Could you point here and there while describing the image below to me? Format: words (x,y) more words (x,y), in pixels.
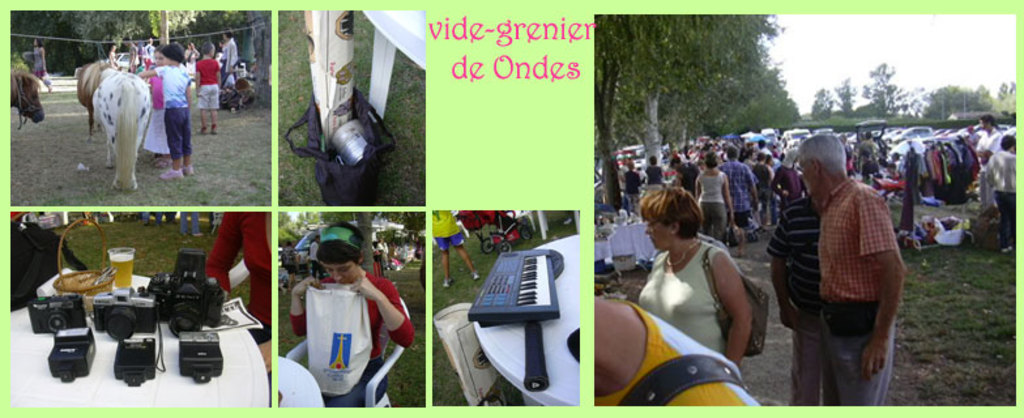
This looks like a collage picture. I can see the groups of people (873,194) standing. These are the cars (773,129), which are parked. This looks like a table (572,308) with a piano (545,320) and a bat (540,349). I can see a stroller (496,241). This woman (382,311) is holding a bag (365,343) and sitting on the chair (388,346). I can see a bag (354,184) with paper (337,100) and few other things (341,133) in it. This is another table (44,384) with camera (197,321), paper (233,325), basket (89,283) and few other things (115,282) on it. I can see two kids (167,72) standing. These are the animals (97,102). I can see the trees (753,101). These are the letters (467,58) in the image.
